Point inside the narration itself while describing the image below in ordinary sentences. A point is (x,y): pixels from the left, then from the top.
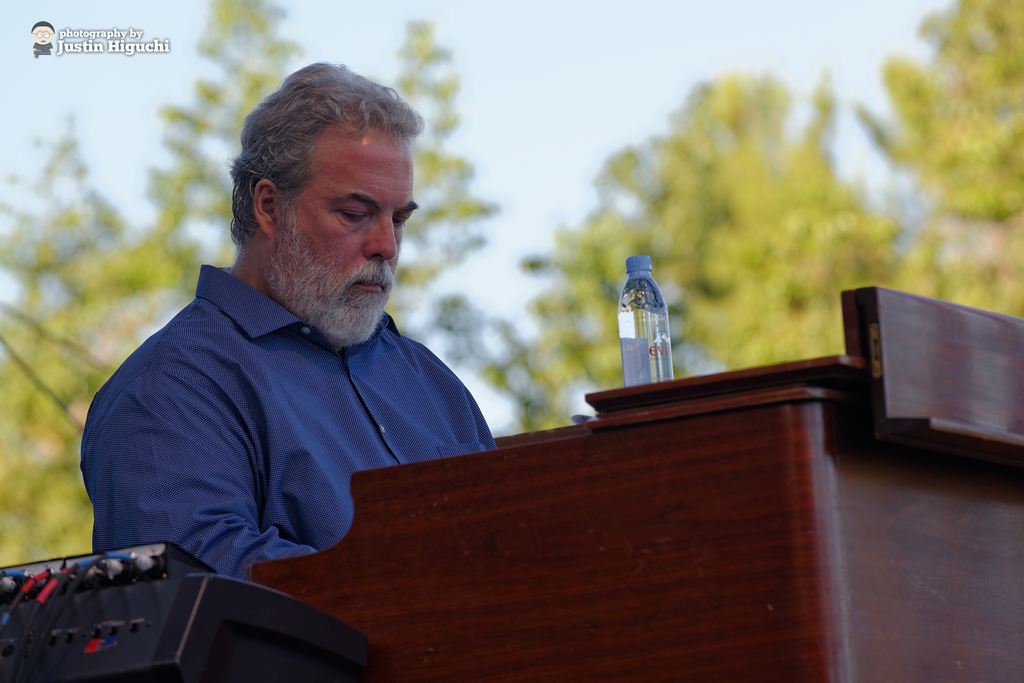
In this image I can see a man (310,239) and I can see he is wearing blue shirt (308,433). I can also see a podium (696,571) and on it I can see a bottle (637,262). In background (75,440) I can see few trees (34,447) and I can see this image is little bit blurry. I can also see watermark (83,51) over here.
